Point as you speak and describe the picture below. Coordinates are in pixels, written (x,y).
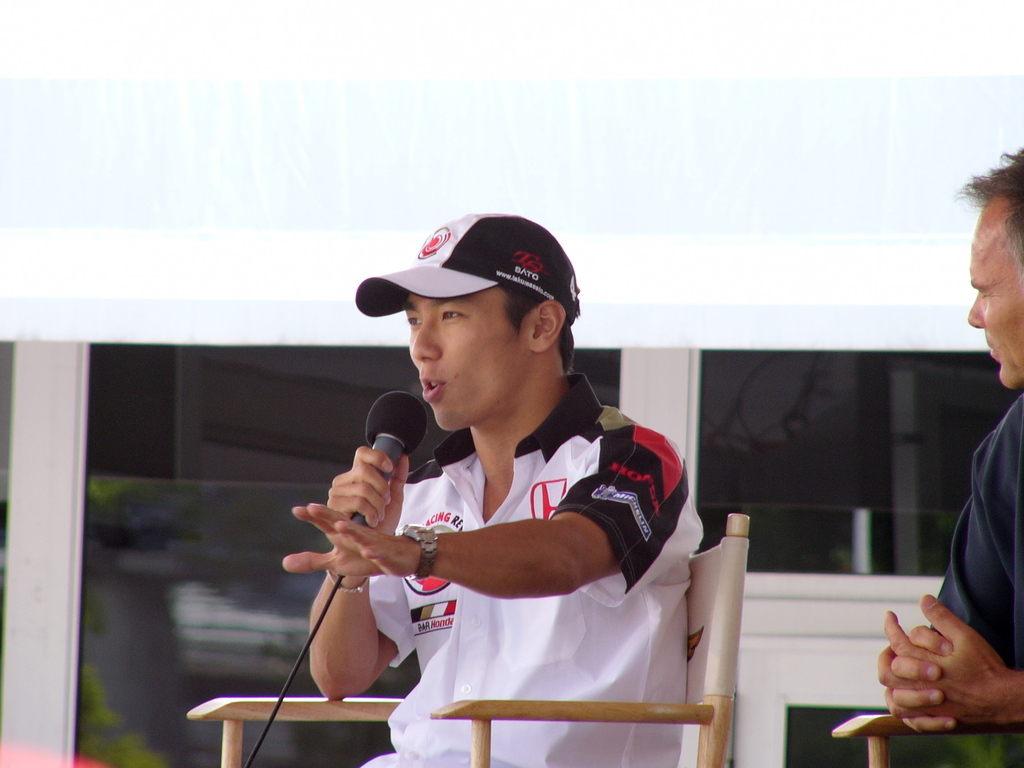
These two persons (637,546) sitting on the chair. This person (470,578) holding microphone (356,522) and wear cap (453,276). On the background (252,415) we can see glass window (793,418).
